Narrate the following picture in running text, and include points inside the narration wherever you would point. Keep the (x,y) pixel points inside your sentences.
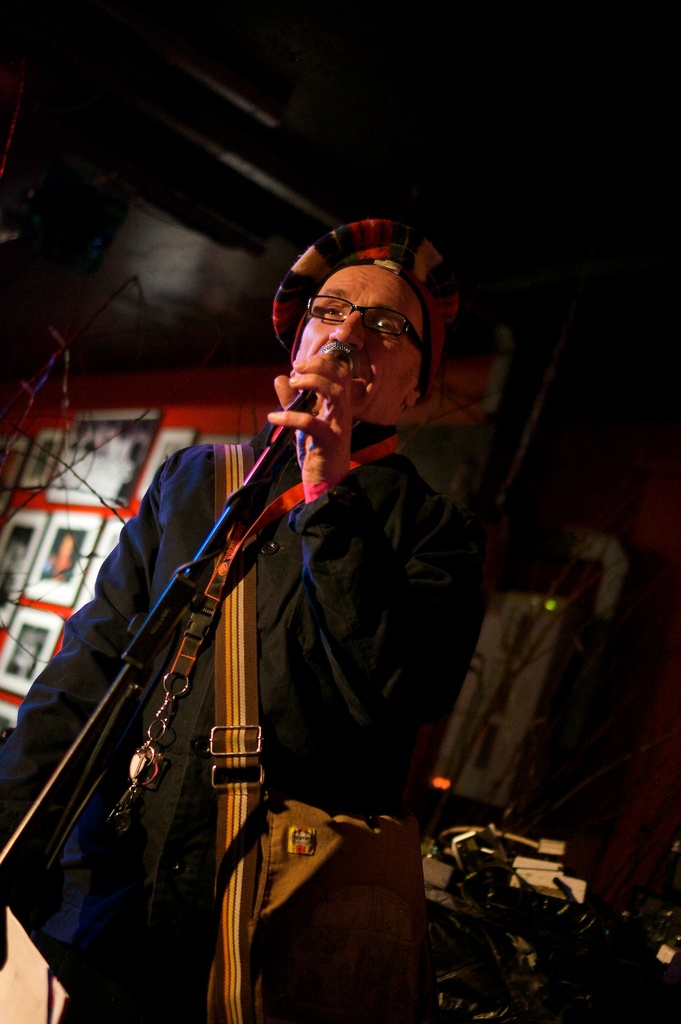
In this picture we can see a man (325,694) is holding a microphone (300,407) with a stand (159,611). Behind the man (277,693) there are some objects (511,860) and a wall (232,430) with photo frames (89,539).
